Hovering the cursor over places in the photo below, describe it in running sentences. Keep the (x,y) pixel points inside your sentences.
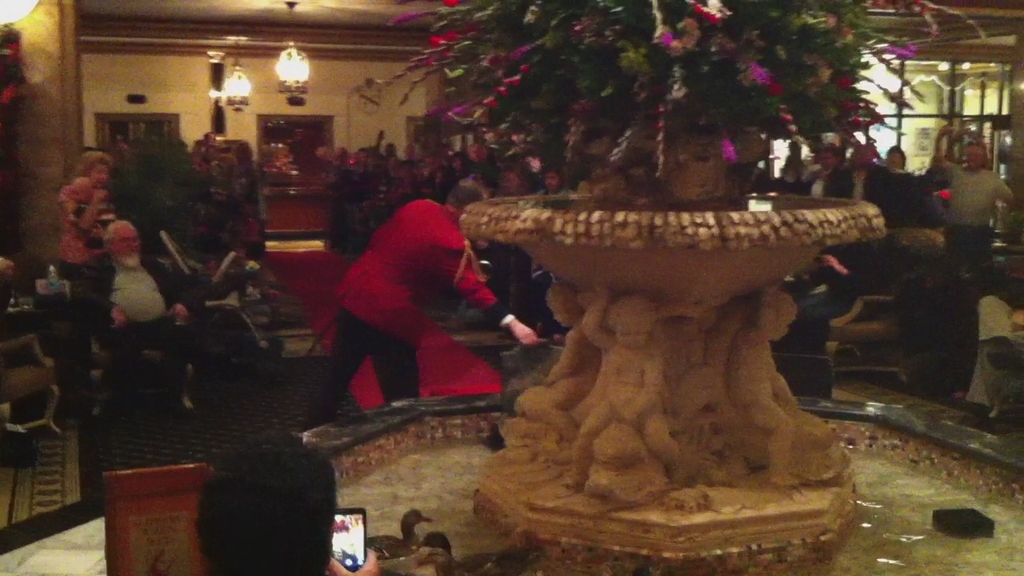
This picture might be taken inside the room (416,124). In this image, in the middle (628,321), we can see a fountain (758,502) with some plants (771,84) and flowers (705,16). On the left side (90,237), we can see a group of people (74,251), few people (178,318) are sitting on the chair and few people (82,196) are standing. On the left side (236,565), we can also see a person (217,556) holding a mobile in his hand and a frame (172,505). On the right side (1000,347), we can see a few people (948,164) are sitting on the chair (986,362) and few people (966,196) are standing. In the background (172,136), we can see some lights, doors (148,132), table (276,201), glass doors (860,132). On the top (988,43), we can see a roof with few lights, at the bottom (375,402) there is a mat (479,374) which is in red color.
